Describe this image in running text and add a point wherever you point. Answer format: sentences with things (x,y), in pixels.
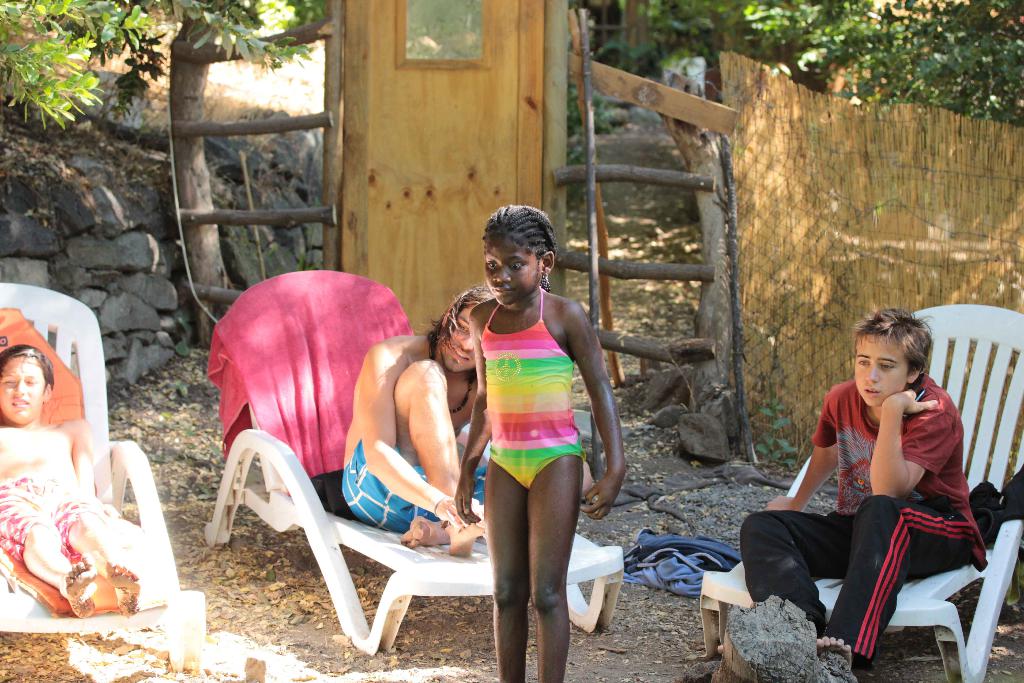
In the image we can see there are kid (874,519) sitting on the chair (994,572) and the girl (499,529) is standing. There are towels (377,294) kept on the chair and behind there are trees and there is a fencing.
